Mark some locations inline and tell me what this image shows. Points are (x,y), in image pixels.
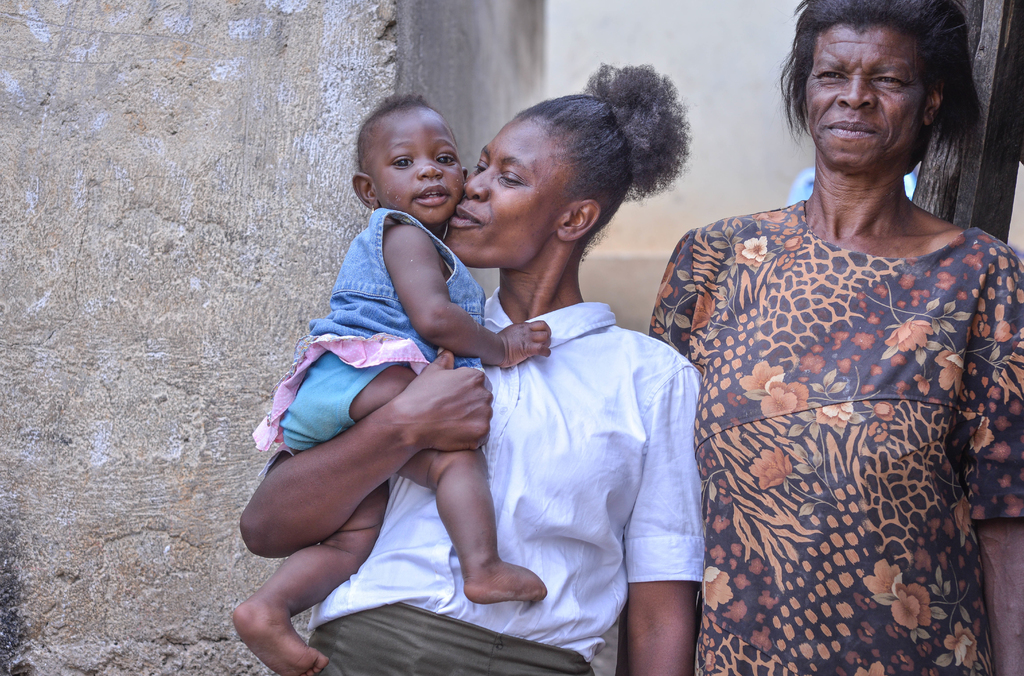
In the center of the image (639,447) we can see two persons (715,444) are standing and they are in different costumes (726,443). And the left side person (510,430) is holding a kid (498,339) and she is smiling. In the background (653,299) there is a wall (114,252) and a few other objects (985,22).
